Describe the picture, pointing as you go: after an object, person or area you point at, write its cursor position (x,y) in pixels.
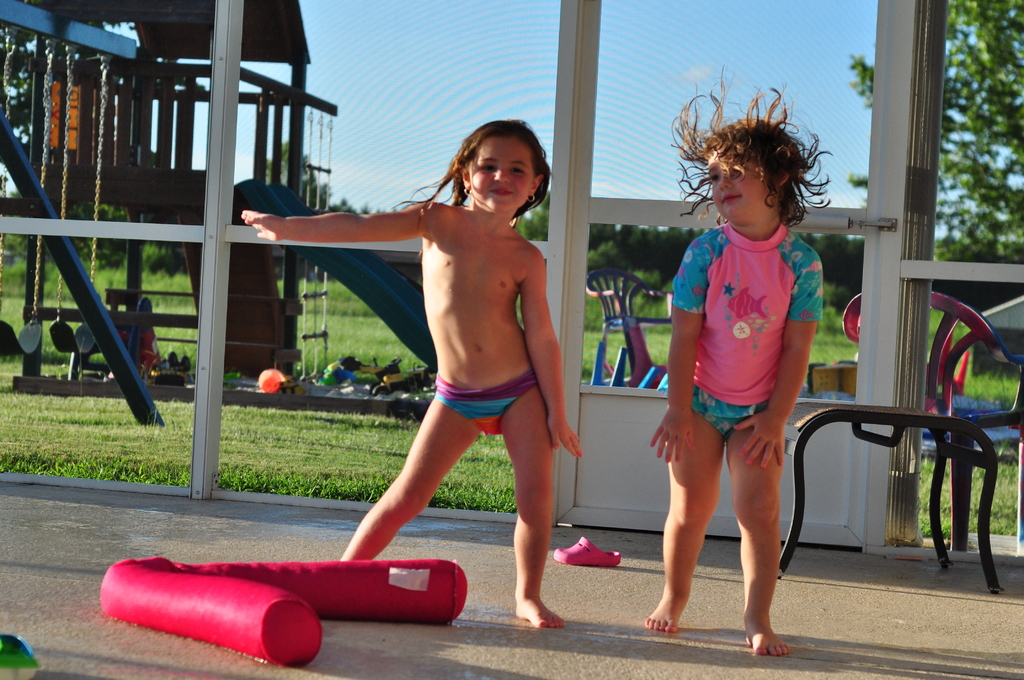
In this image I see 2 children (733,259) over here and I see the red color thing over here and I see a footwear (562,562) over here and I see the path (715,586). In the background (103,355) I see chairs (622,332), green grass (370,418), swings (109,326), a slide (376,317) trees (1009,37) and the blue sky (539,103).
